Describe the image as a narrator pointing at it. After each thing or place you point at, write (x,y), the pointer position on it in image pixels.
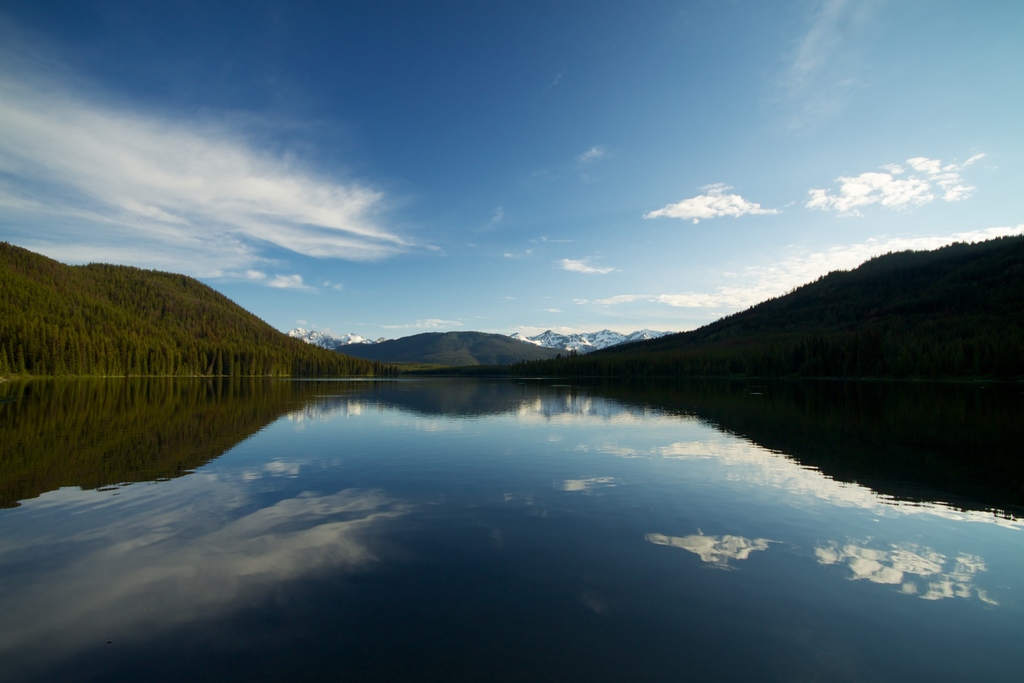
We can see water (334,482) and trees (258,362). In the background (503,348) we can see hills (433,345) and sky (502,203) with clouds (522,331).
